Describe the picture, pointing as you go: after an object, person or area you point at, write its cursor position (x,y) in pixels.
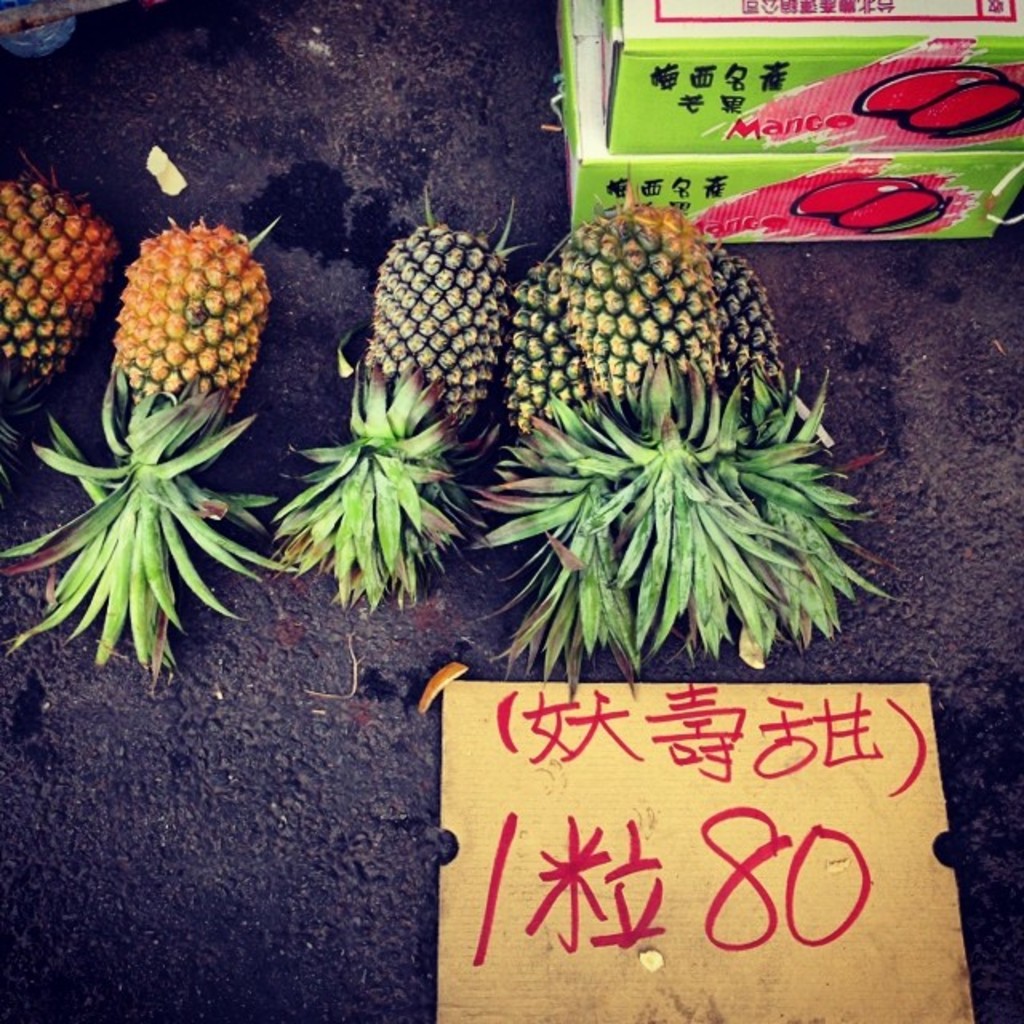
In this image there are some pineapples (376,354) are kept on the ground (252,455) as we can see in the middle of this image (498,361). There are two boxes (619,125) are kept on the top right corner of this image (685,122). There is a text board (623,794) is in the bottom of this image (581,853).
